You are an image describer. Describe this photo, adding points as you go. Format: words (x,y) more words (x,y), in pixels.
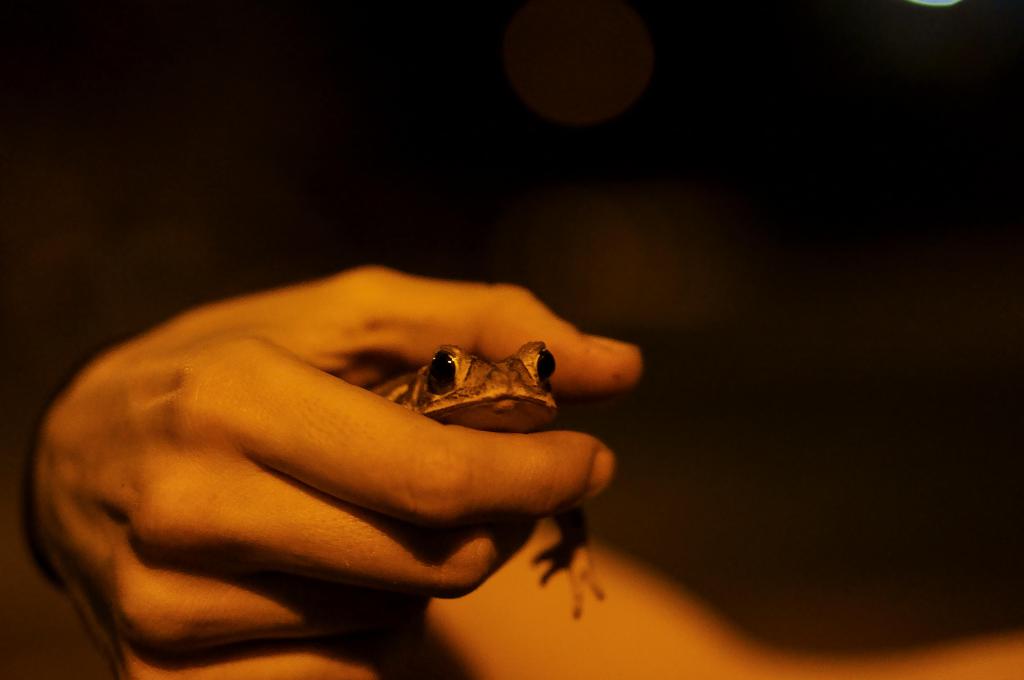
In this picture there is a person (479,436) holding the frog (574,561). At the back (543,151) there is a black background (806,151).
